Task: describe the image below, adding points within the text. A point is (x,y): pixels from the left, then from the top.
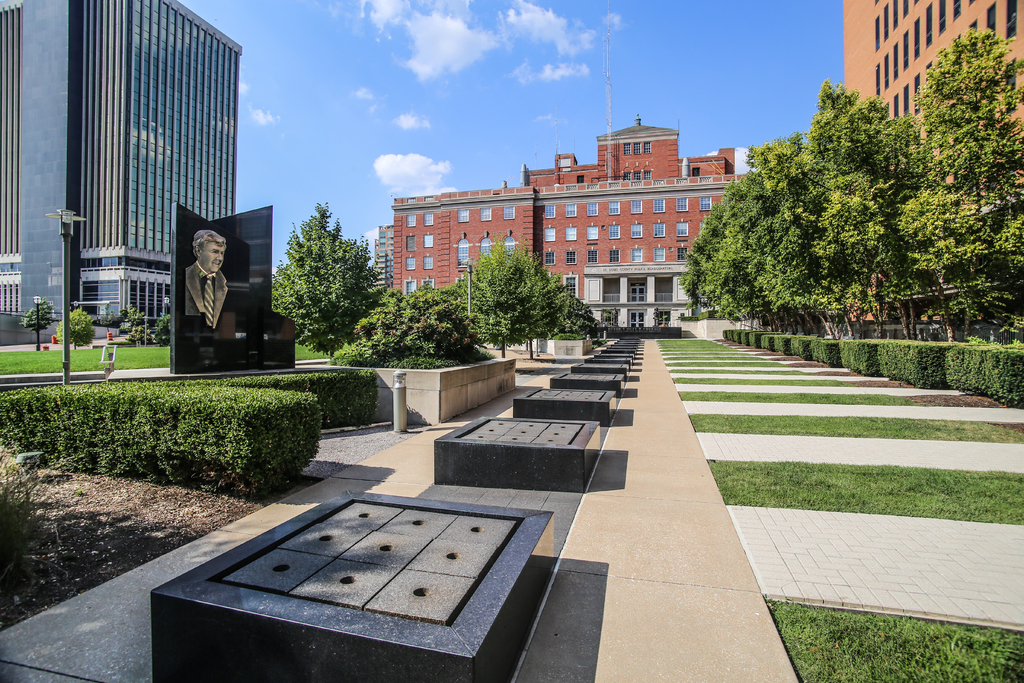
At the bottom of the image (511,473) on the floor (962,555) there are black color blocks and also there is grass (780,494) and bushes (754,334) on the ground (788,366). In the image there are poles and also there is a statue of a man (219,304). There are many trees (499,335) and also there are plants (575,333) and bushes (277,389). In the background (463,273) there are few buildings (519,212) with walls (666,243), windows (634,250), pillars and roofs (659,183). And also there is a tower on the buildings (601,185). At the top of the image (567,65) there is a sky (483,75).
